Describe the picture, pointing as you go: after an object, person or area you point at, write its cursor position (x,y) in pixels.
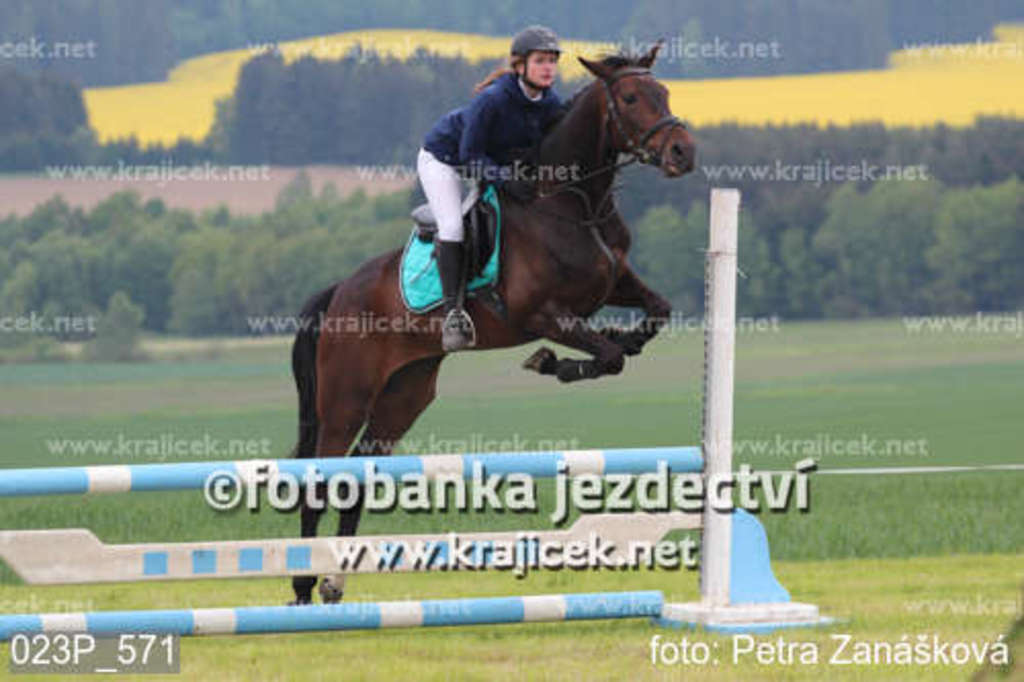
In the foreground of this picture (615,341), there is a woman (480,117) riding horse (605,165) that is jumping from a pole (607,600). In the background (840,432), there are trees (862,255) and the grass (804,382).
